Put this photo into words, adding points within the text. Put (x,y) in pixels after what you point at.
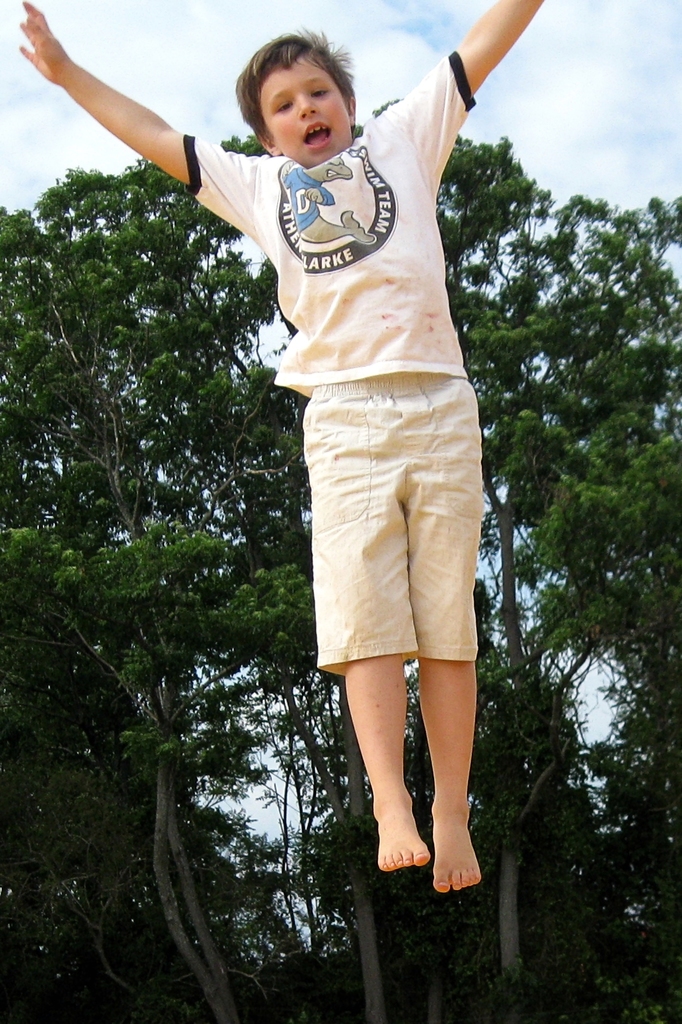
Here we can see a boy (355,612) in the air. In the background (645,155) there are trees (593,416) and sky (608,159) with clouds (531,138).
